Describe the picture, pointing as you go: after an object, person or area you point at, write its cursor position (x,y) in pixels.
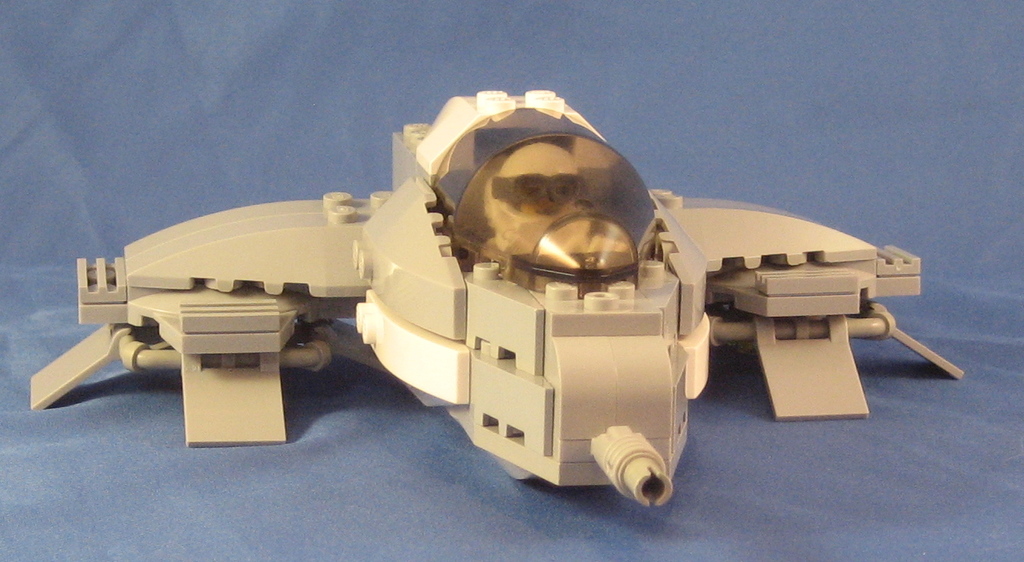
In this image we can see a depiction of a aeroplane (424,298) on the blue color surface (504,503).
